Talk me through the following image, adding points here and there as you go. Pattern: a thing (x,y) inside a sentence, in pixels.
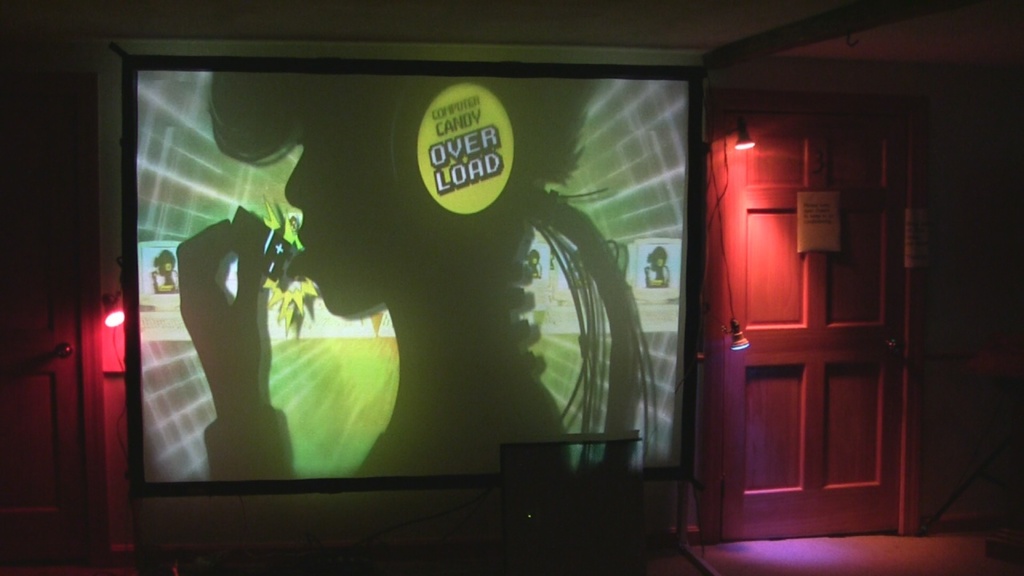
This image is a taken indoors. At the top of the image (231,23) there is a ceiling (376,20). At the bottom of the image (713,544) there is a floor (663,547). In the middle of the image (362,239) there is a screen (294,340) with an image (419,289) and a text (452,172) on it and there is a wall (99,303). There are a few lights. On the right side of the image (840,311) there is a door (855,382).
